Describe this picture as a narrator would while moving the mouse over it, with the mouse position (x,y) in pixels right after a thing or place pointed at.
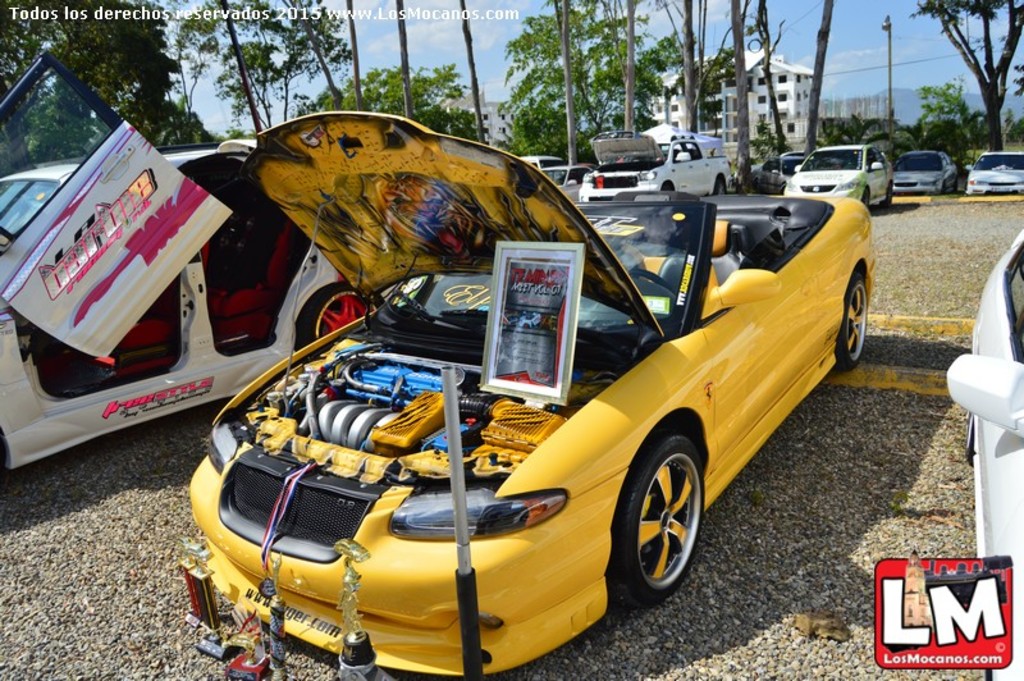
In this image there are cars (549,212) parked on the road (66,549). At the back side (144,59) there are trees (144,59), buildings (787,86) and sky (877,66).
